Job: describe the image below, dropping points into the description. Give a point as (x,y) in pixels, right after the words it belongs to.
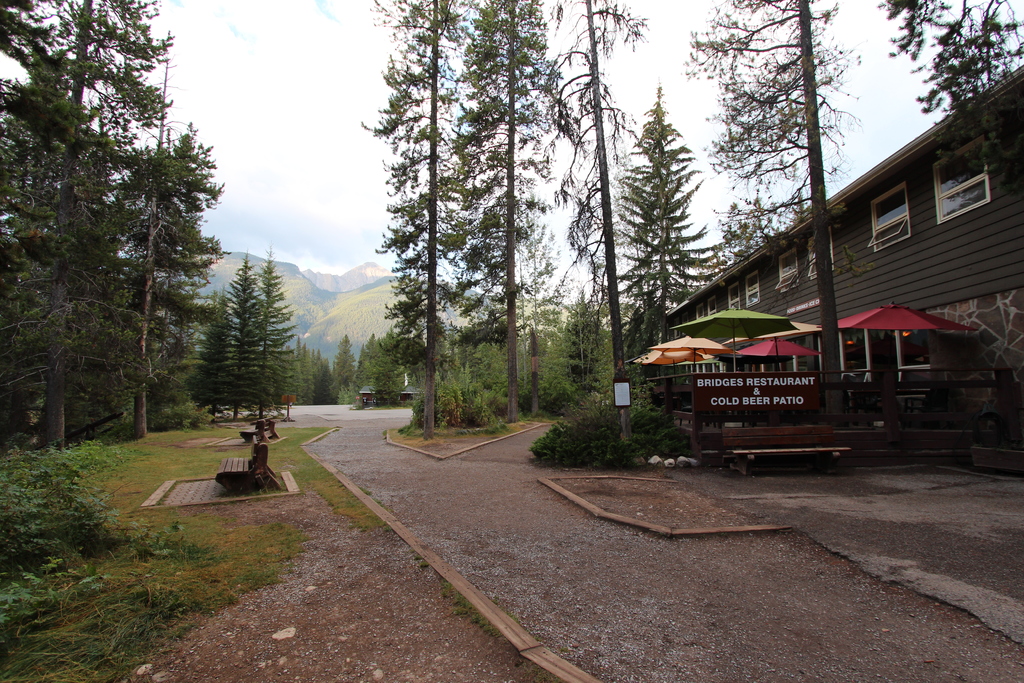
In this image we can see building (856,219) with windows (908,212), trees (499,159), plants (29,623), mountains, wooden benches (263,426), board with some text (759,403) and we can also see the sky (670,1).
